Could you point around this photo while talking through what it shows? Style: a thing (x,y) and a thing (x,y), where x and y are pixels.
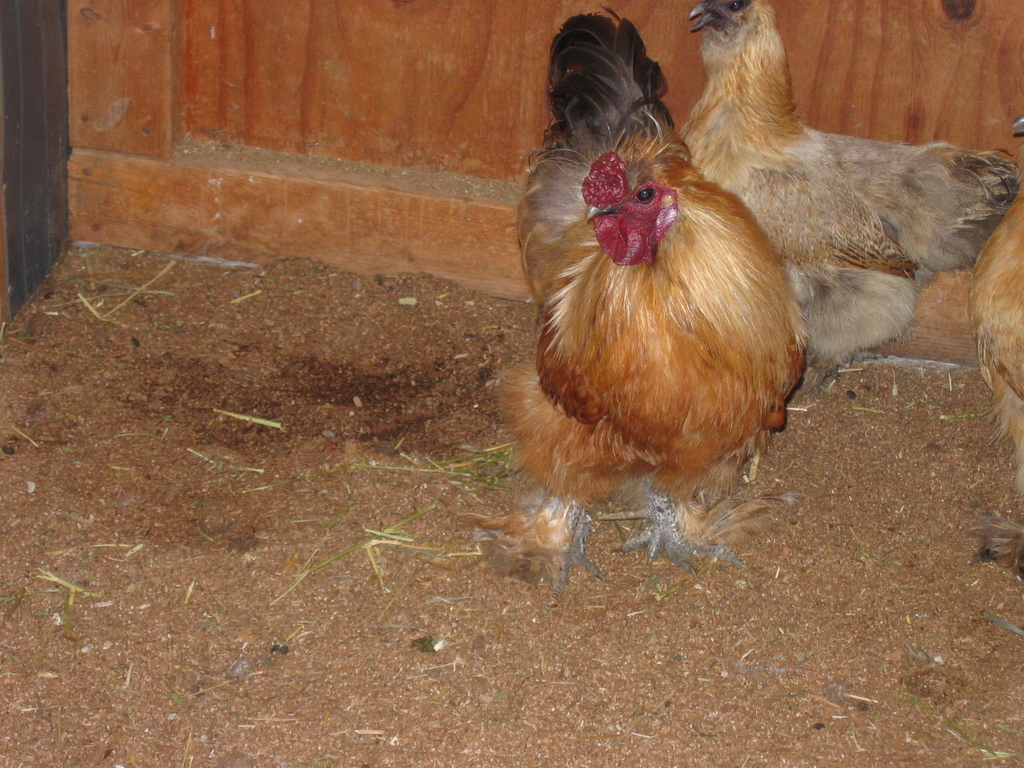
In this picture there are cocks (623,232) on the right side of the image (716,278), on a muddy area (874,749).
